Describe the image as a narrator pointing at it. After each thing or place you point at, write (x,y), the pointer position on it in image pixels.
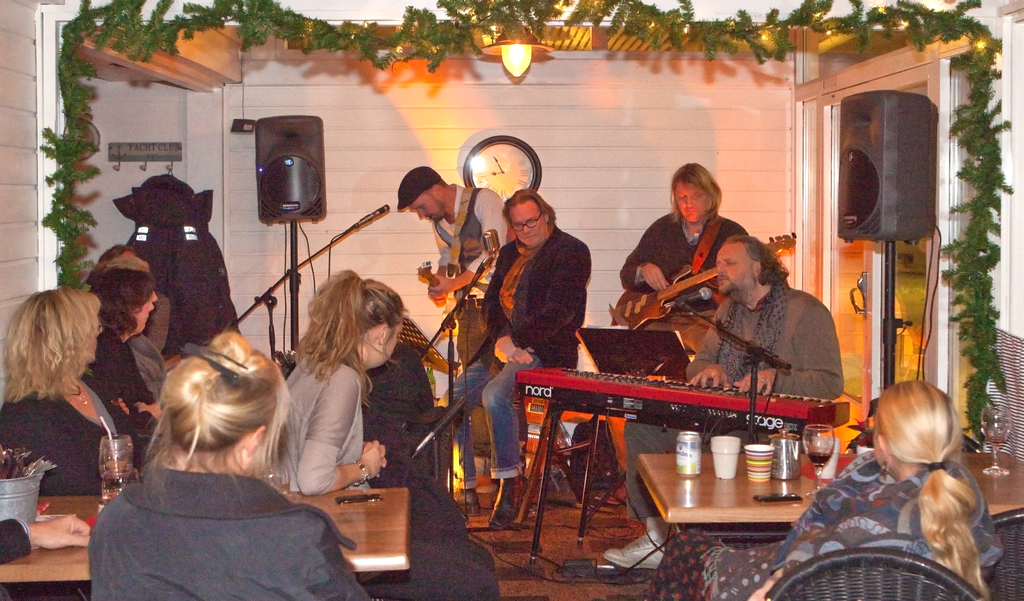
In the foreground of this image (167,439), there are women (861,493) sitting on the chairs (782,596) near tables (761,504) on which there are glasses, cups (751,458), tin (695,459) and few more objects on it. In the background (734,328), there are persons (715,331) playing musical instruments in front of mics (457,308), a wall (393,136), clock (493,175), two speaker boxes (301,157), a light (517,70) on the top (522,57) and the coat (166,212) to the hanger (170,154). On the top (120,16), there is an artificial creeper (508,30).
